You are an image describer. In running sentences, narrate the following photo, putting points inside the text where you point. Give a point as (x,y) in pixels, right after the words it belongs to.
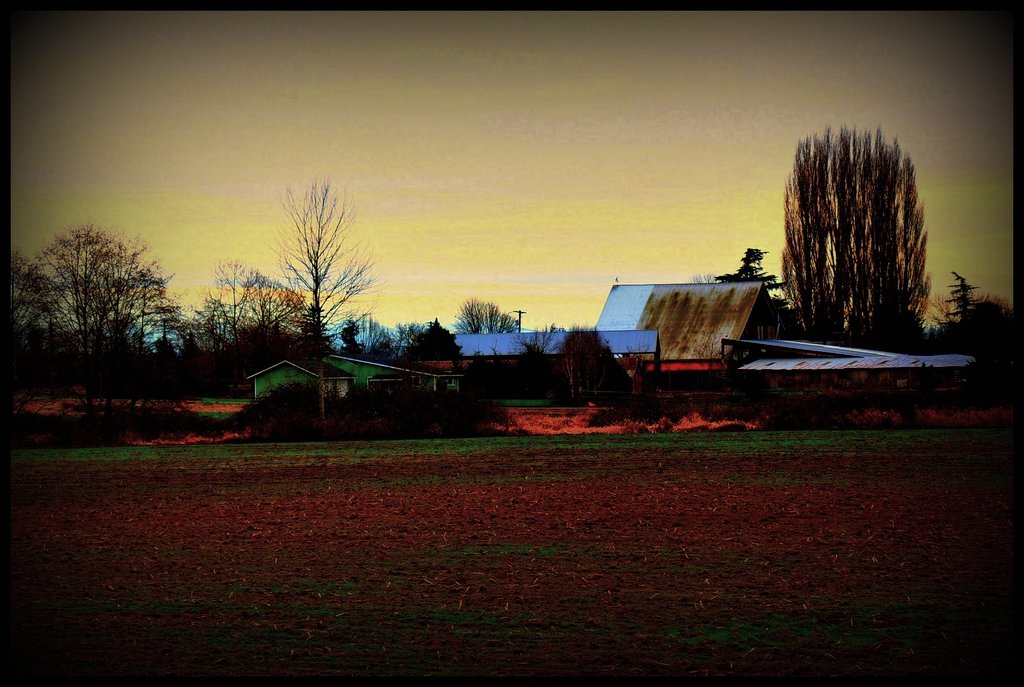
There are buildings (935,365) and trees (351,336).
